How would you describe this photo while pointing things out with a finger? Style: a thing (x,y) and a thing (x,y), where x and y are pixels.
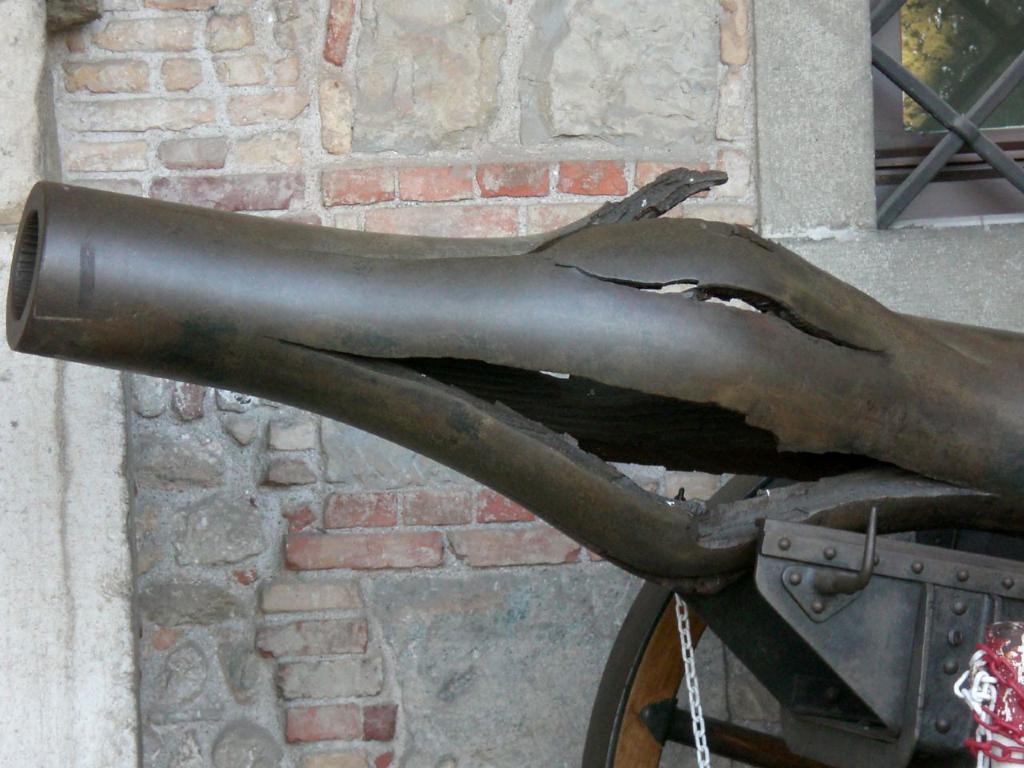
In this picture we can see a weapon (787,326). There are few chains (984,749) on the right side (984,724). We can see a wall (789,134) and a tree (937,82) in the background (956,6).
